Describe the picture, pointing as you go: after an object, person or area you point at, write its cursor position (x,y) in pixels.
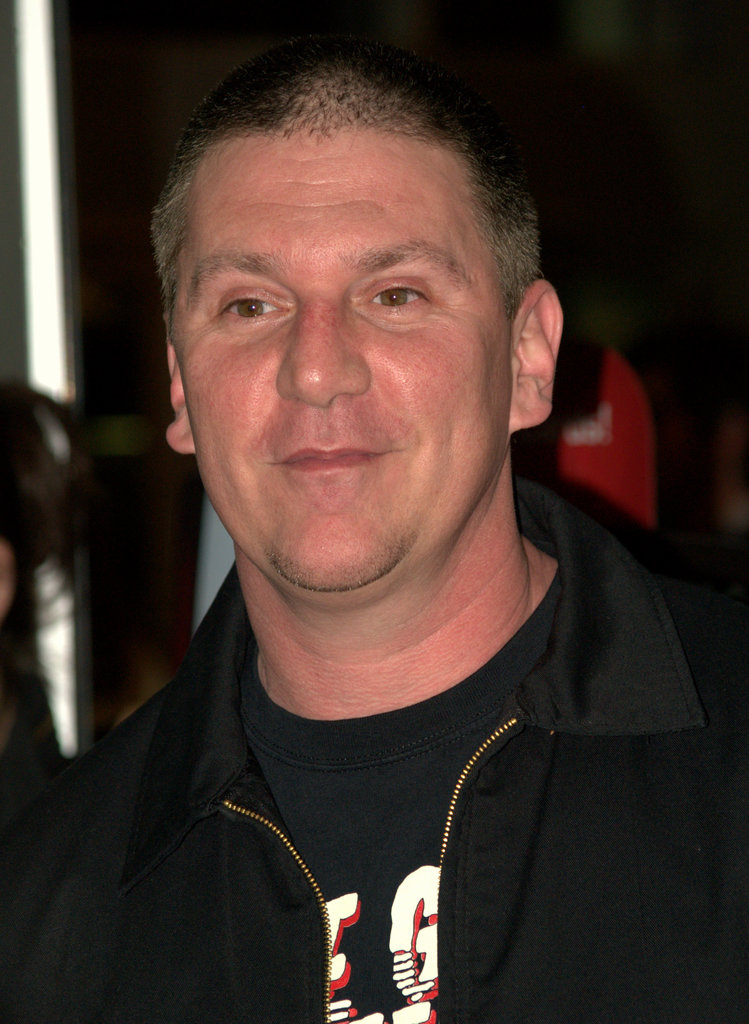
In this image we can see a person (398,891) wearing a black shirt (380,806) and a black jacket (557,823) and there is a blurry background (629,427).
